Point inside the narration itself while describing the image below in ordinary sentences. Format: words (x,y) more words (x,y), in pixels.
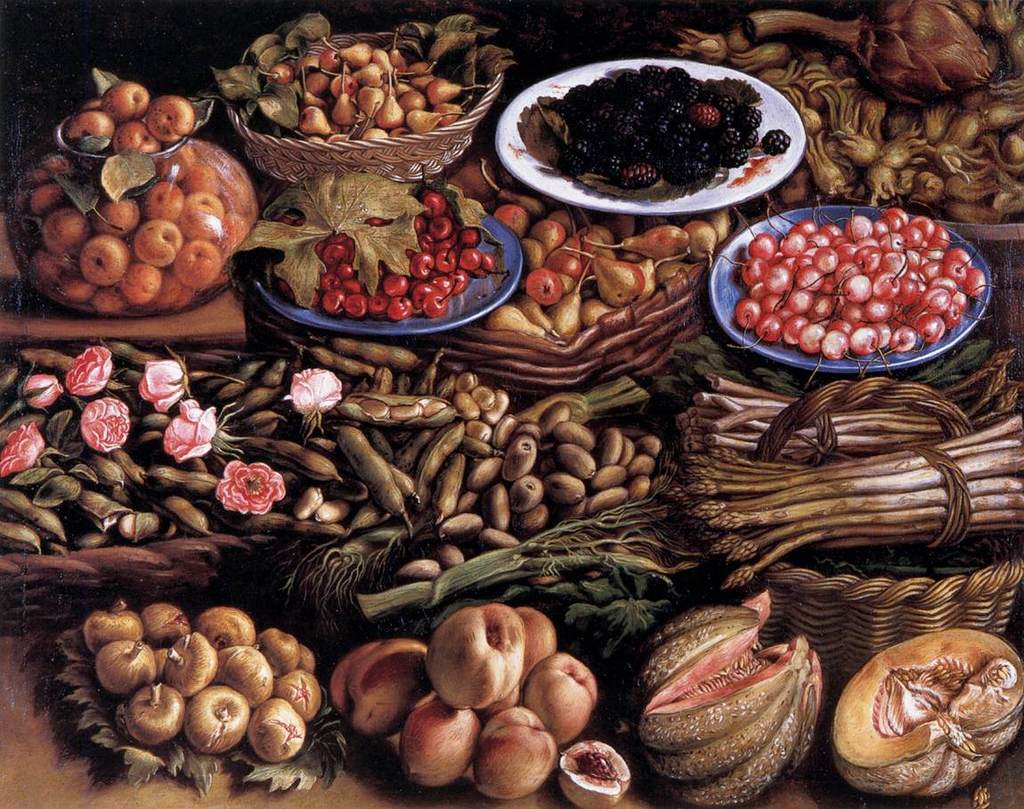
This is the picture of the painting (437,397). In this picture, we see fruits (393,697), vegetables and flowers (182,416). Here, we see the baskets (781,443) containing vegetable (906,476) and fruits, a bowl (206,207) containing apples (207,193) and plate (529,156) containing fruits (631,149).
